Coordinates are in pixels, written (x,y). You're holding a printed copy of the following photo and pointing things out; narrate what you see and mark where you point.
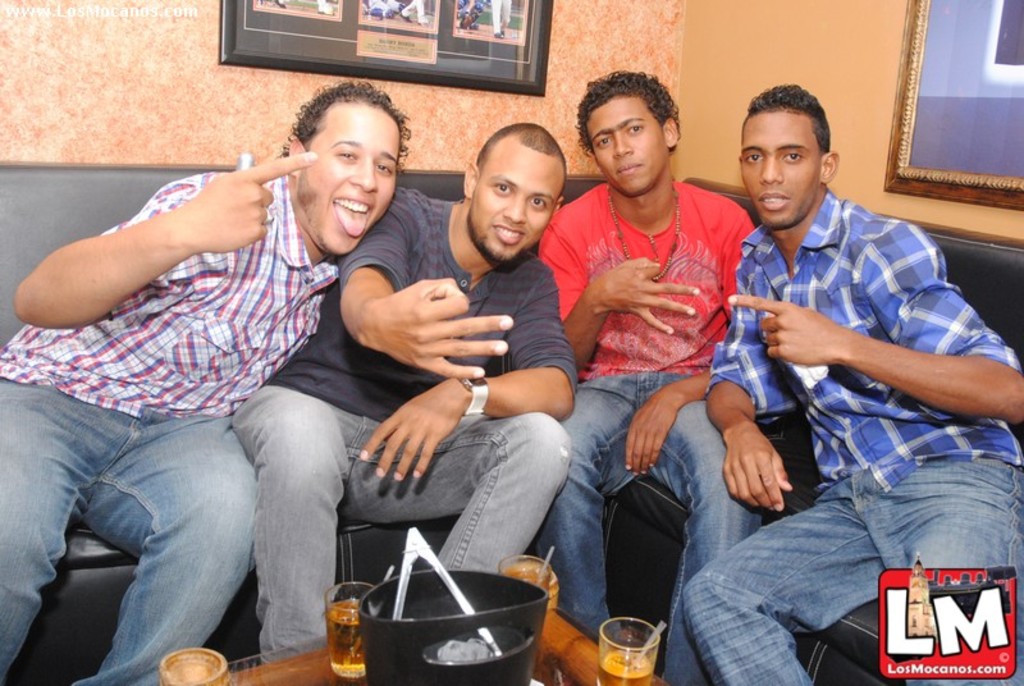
In this picture we can see a group of people (709,476) sitting on a sofa (801,476), in front of them we can see a table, glasses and in the background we can see photo frames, wall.
